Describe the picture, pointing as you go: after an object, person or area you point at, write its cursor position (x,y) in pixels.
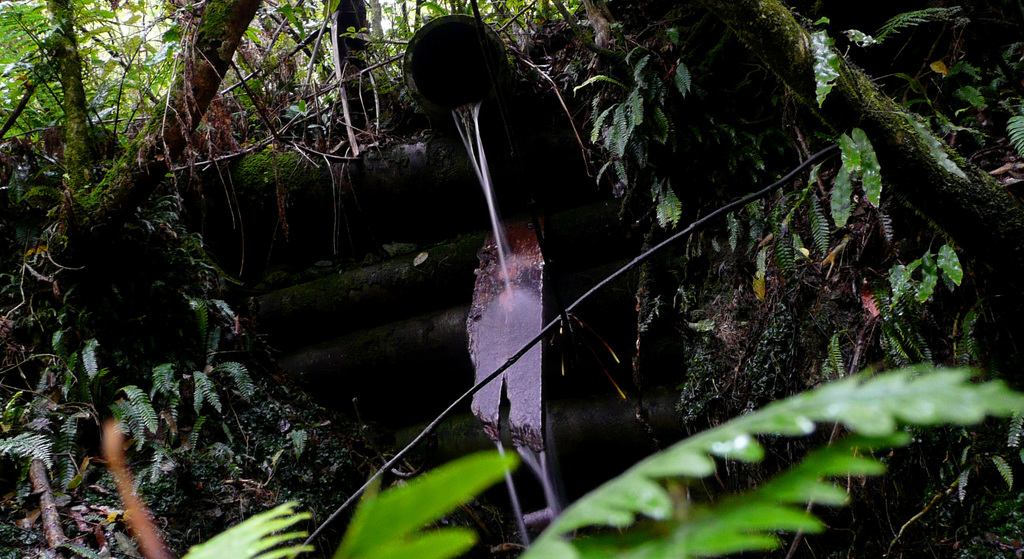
In this picture I can see trees (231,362). I can see water (492,191).
